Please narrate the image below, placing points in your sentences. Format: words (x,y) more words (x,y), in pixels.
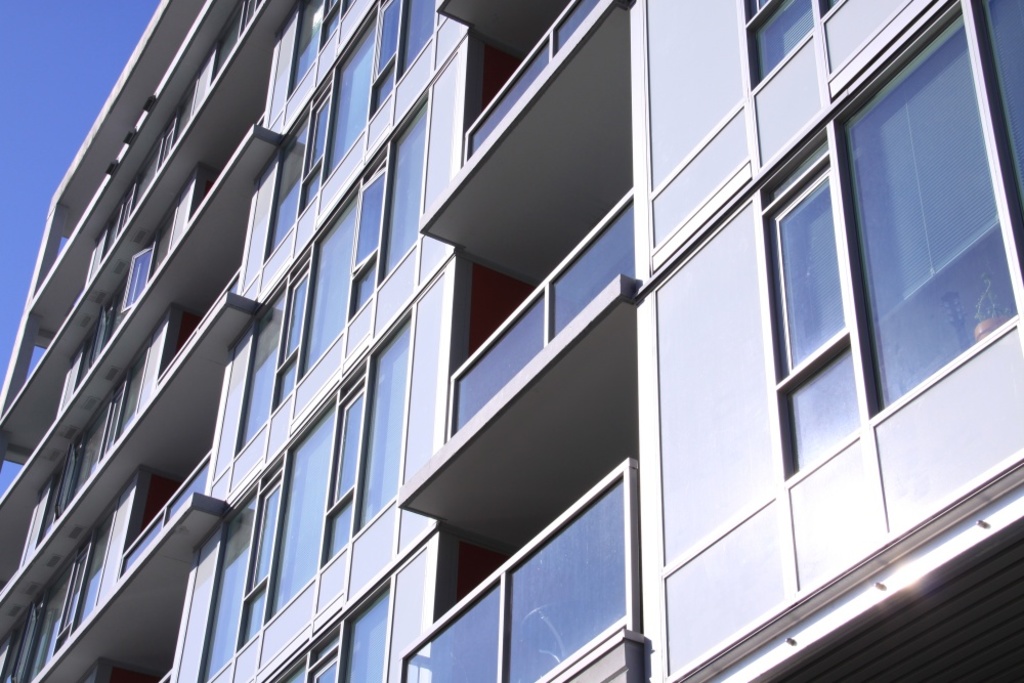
In this picture I can see a building (679,497) with glass doors (335,21), and there is the sky (43,179).
